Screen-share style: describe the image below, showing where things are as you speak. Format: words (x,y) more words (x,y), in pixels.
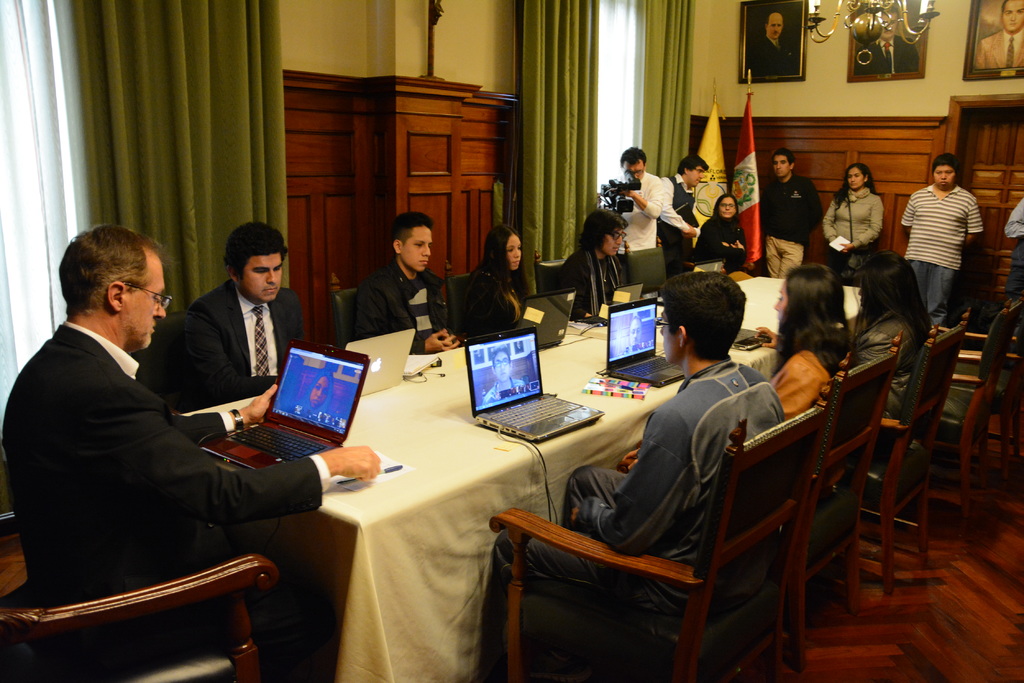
In this image I can see the group of people (210,431) sitting on the chairs (692,620) and some people (767,226) are standing. In front of these people (702,412) there is a table (587,455). On the table (447,442) there are some laptops (520,417) and a pen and a paper (379,477) and one person (648,187) is holding the camera (601,197). There are some frames (771,71) attached to the wall (734,149).
